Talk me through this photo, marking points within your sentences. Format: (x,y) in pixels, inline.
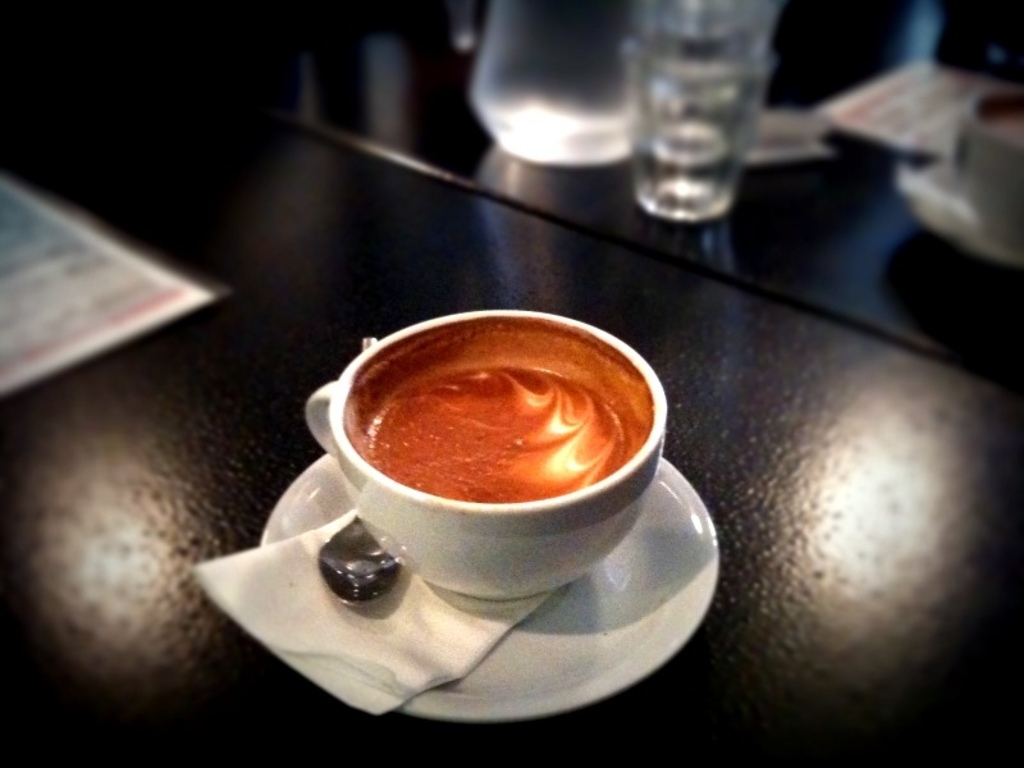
In the picture we can see a black color table (850,669) on it, we can see a cup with a coffee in the saucer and into the saucer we can see a tissue (213,584) and a part of the spoon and beside it we can see a glass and a jar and some papers (941,106) which are not clearly visible.
